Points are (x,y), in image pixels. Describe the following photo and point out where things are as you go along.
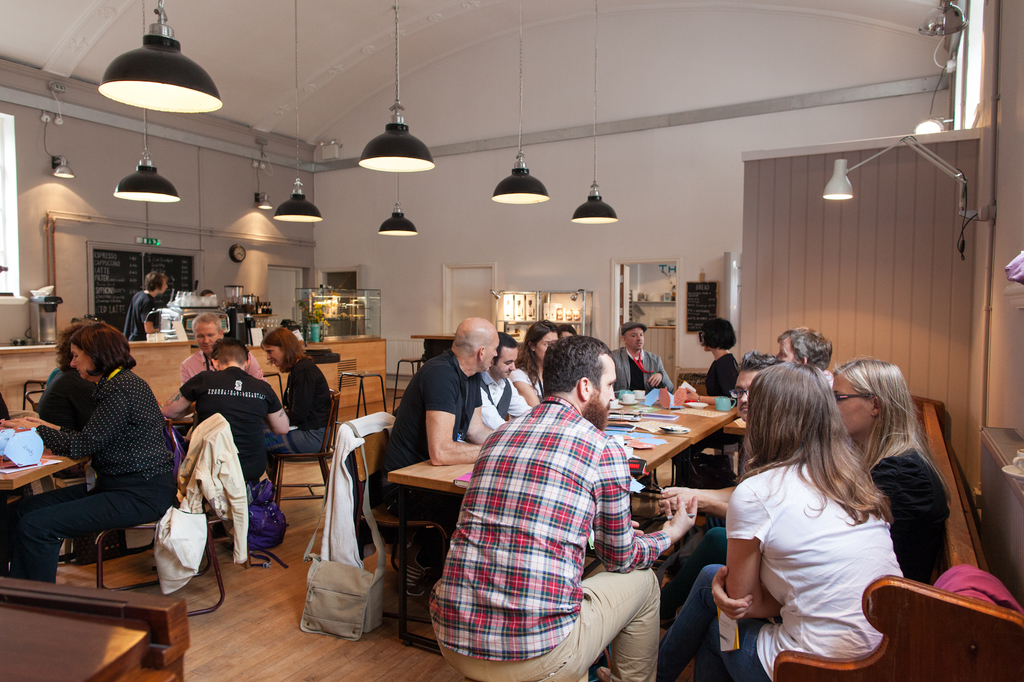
there are many people (415,434) sitting on the chairs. in between there is table (28,472) on which there are papers (657,422). at the left corner (123,267) there is a board (141,278) and a person (153,294) standing.
